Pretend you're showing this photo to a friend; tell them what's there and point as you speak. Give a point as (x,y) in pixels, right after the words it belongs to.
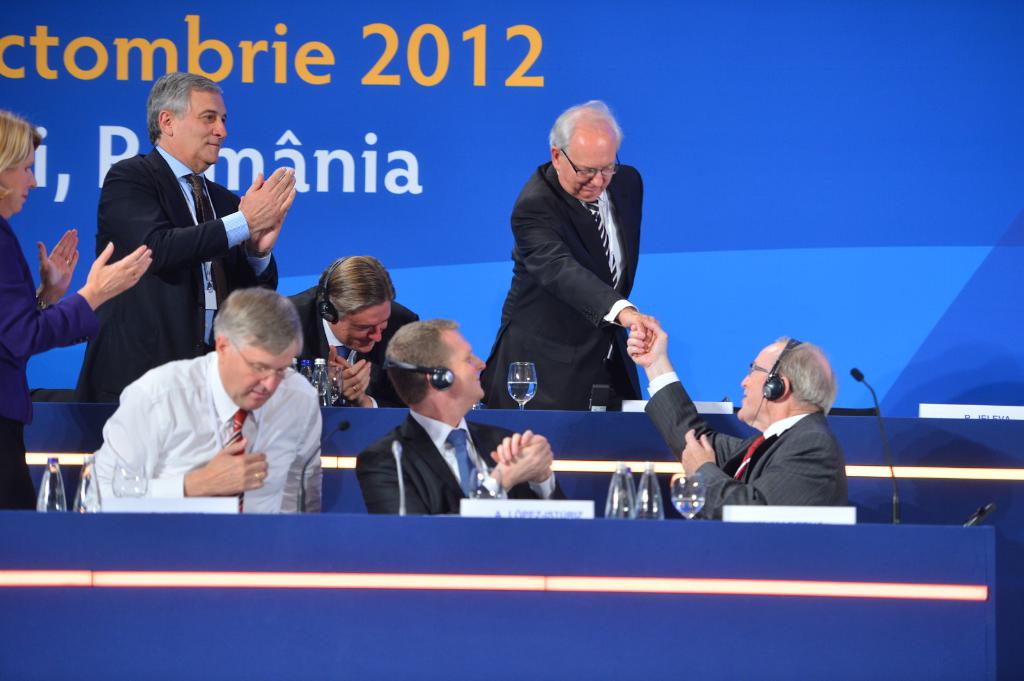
In this image I can see group of people (567,398) some are sitting and some are standing, the person (550,191) in front is wearing black blazer (570,225), white shirt (615,225) and I can also see few glasses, bottles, microphones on the table (445,535). Background (694,54) I can see a blue color banner (615,99) and something written on the banner (387,178).
